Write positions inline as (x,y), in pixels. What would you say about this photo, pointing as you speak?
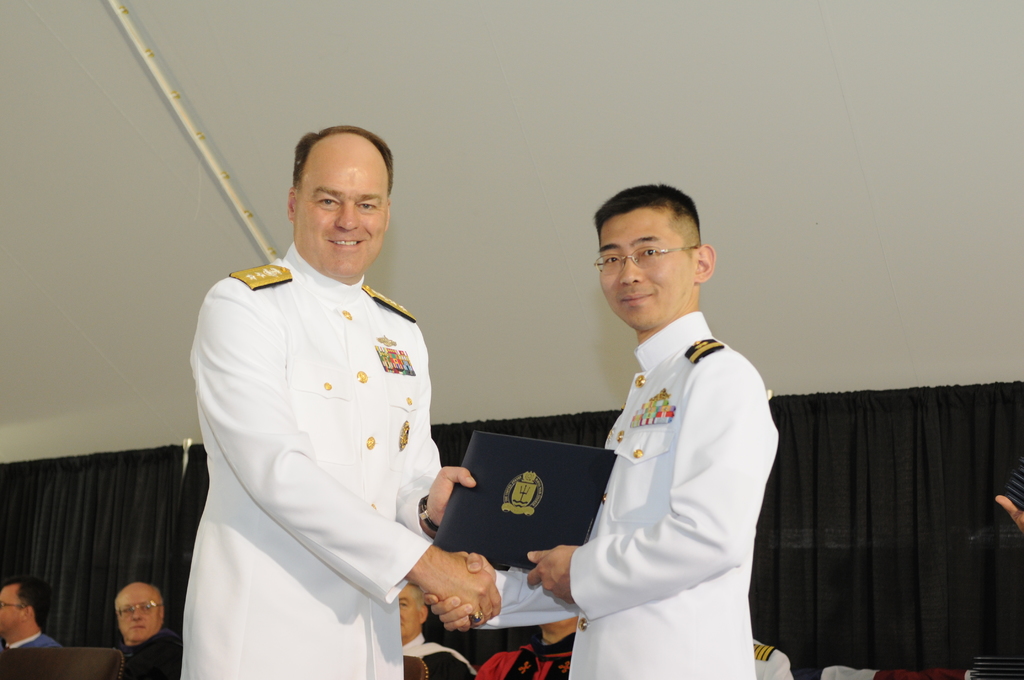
Here in this picture we can see two persons (386,350) standing on a stage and both of them are wearing navy dress (400,589) on them and they are carrying a certificate (489,548) in between them and behind them also we can see number of people (406,595) sitting on chairs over there and we can also see curtain (89,542) over there.
